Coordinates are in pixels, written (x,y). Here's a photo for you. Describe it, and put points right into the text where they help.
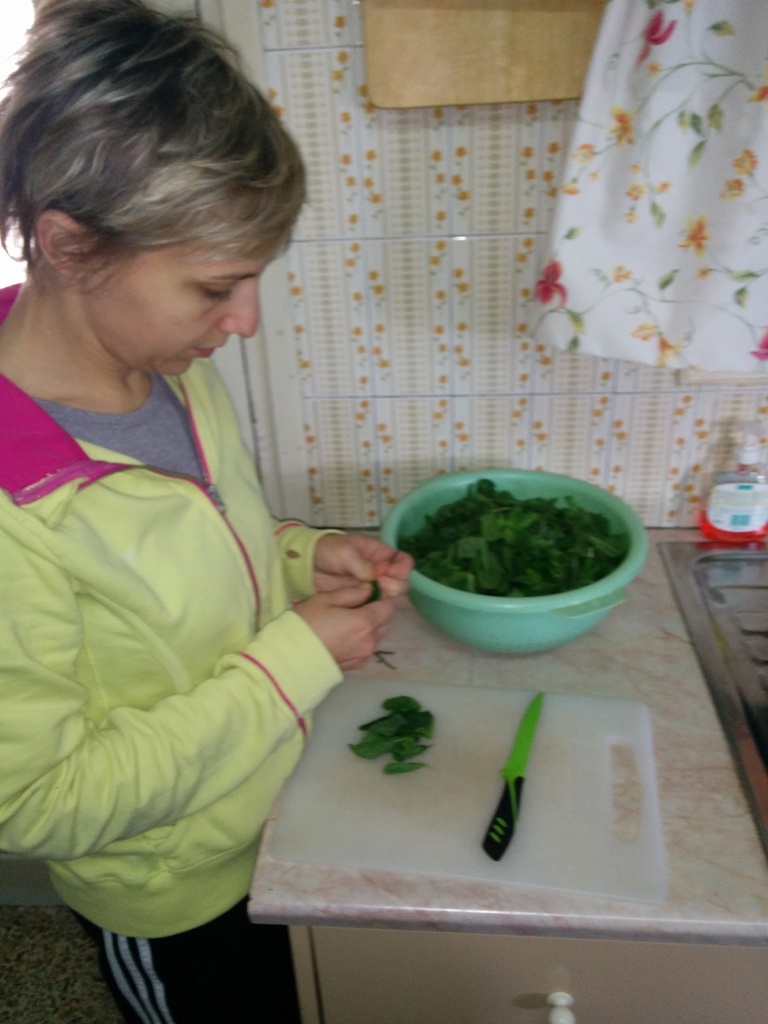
In this image we can see a person (236,159) standing and holding a leaf (377,597). At the bottom (298,931) there is a table (724,966) and we can see a bowl (513,625) containing leaves (530,584), chopping board (480,836) and a knife (509,822) placed on the table (658,770). In the background (631,285) there is a wall (392,310) and a curtain (612,212).
